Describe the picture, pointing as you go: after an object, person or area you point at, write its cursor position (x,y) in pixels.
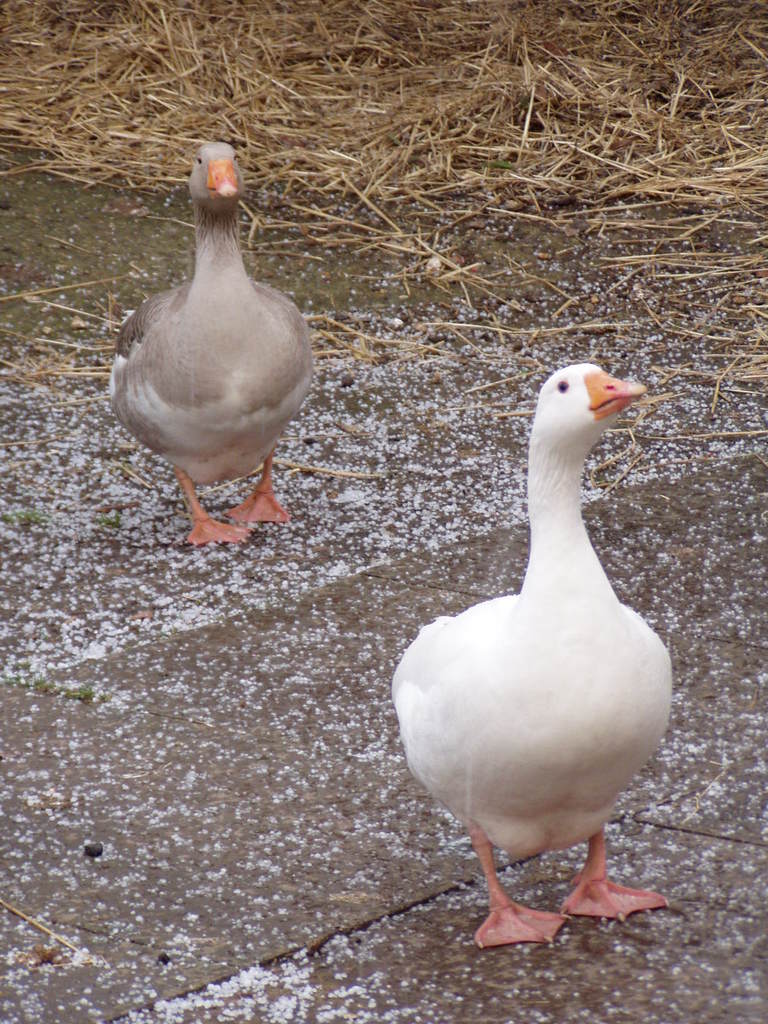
In the image we can see two ducks (235,281), white and cement in color. Here we can see dry grass (412,132) and solid surface (197,812).
